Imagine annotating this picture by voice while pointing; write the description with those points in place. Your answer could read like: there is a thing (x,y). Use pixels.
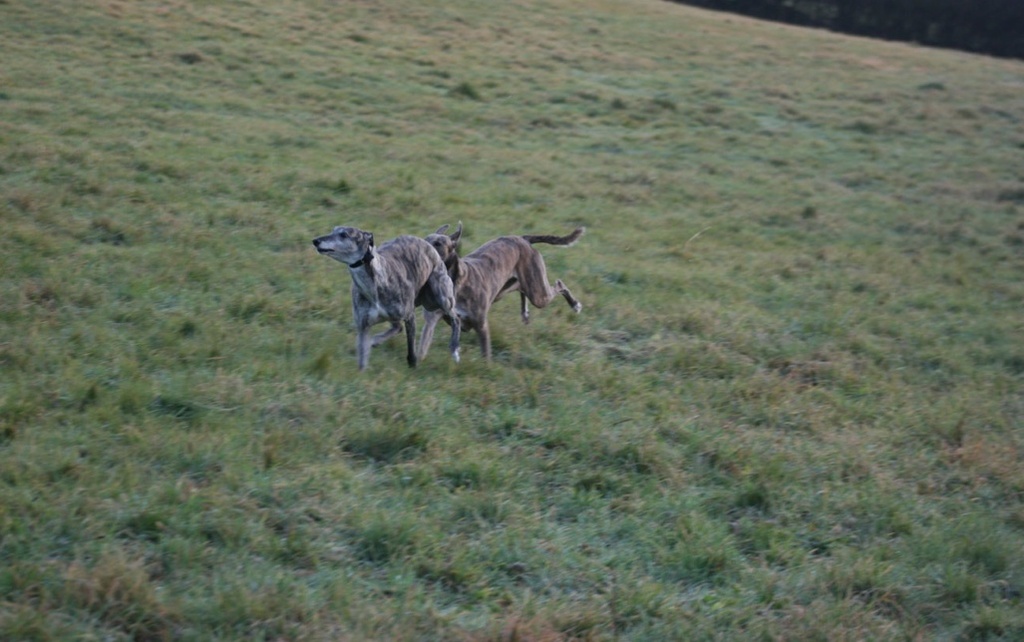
In the image in the center (407,272) we can see two dogs (491,289). In the background (453,98) we can see grass (487,95).
